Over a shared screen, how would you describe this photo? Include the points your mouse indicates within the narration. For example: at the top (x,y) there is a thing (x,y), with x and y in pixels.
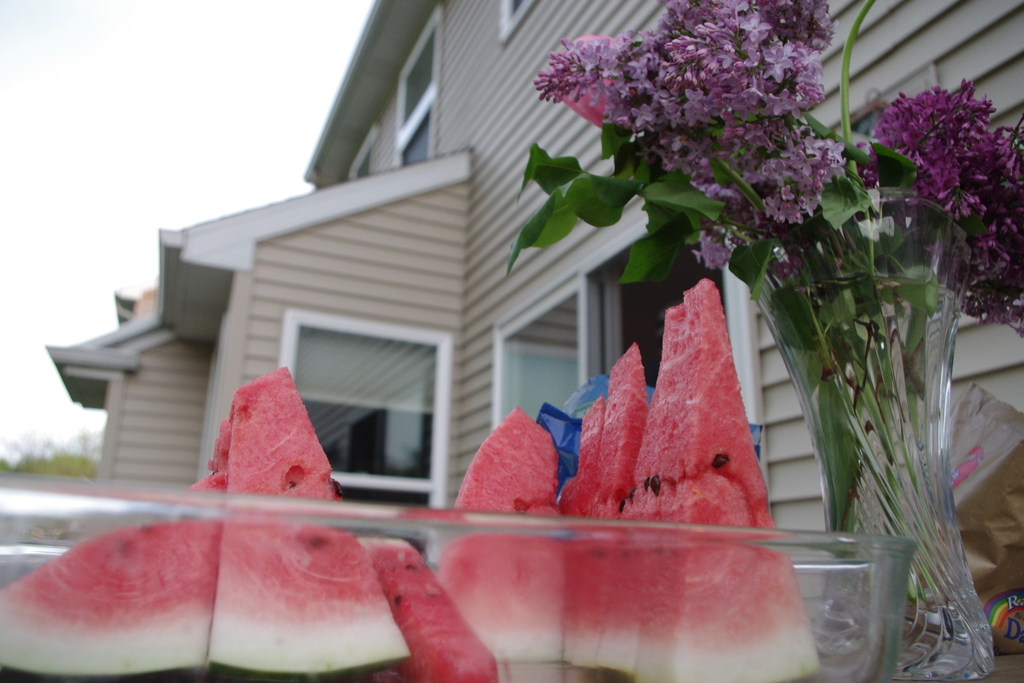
In this picture we can see few watermelon slices (527,505), flower vase (837,317) and a building (458,341), in the background (58,454) we can see few trees (75,438).
